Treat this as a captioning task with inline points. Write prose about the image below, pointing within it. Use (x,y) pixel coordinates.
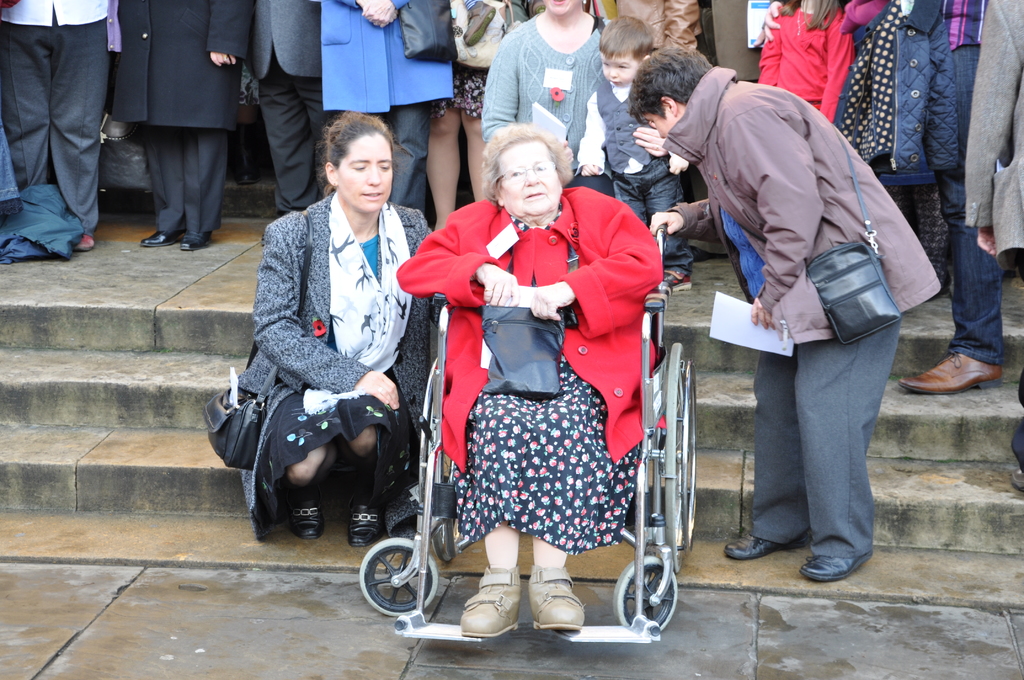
In this picture, we can see a few people (554,148), and among them a few (441,292) are holding some objects (833,293) and a few (350,277) are sitting, we can see the ground (556,654) with some objects (153,409) like wheel chairs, stairs (133,232).
